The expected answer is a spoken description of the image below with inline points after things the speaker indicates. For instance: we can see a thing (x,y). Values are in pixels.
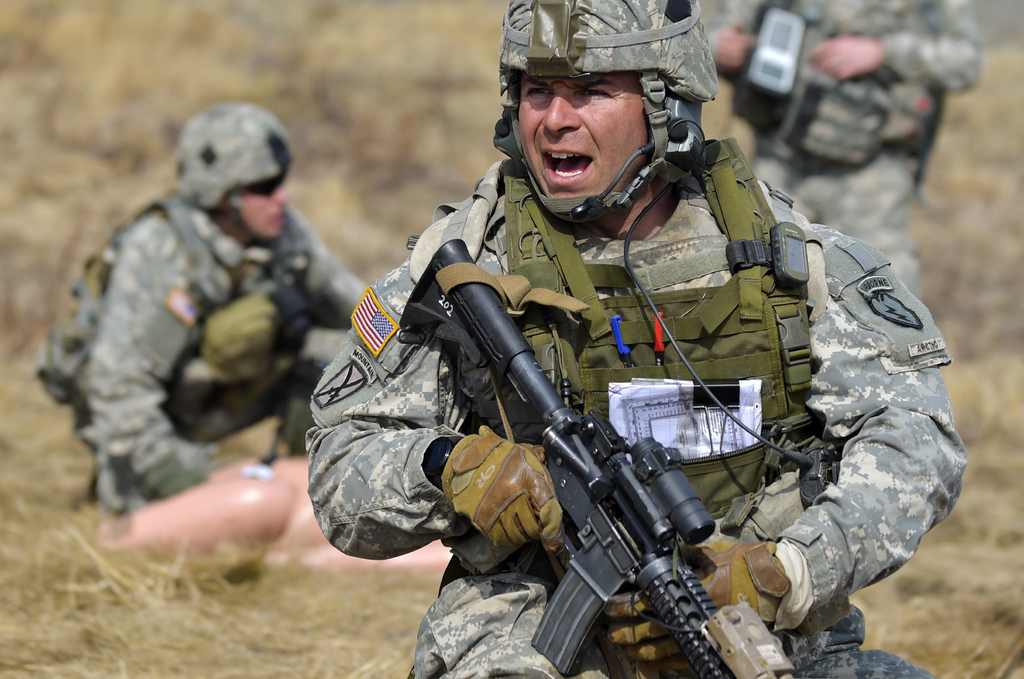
This picture describes about group of people (509,242), a person (521,251) is holding a gun (595,526), in the background (320,587) we can see grass (990,502).
